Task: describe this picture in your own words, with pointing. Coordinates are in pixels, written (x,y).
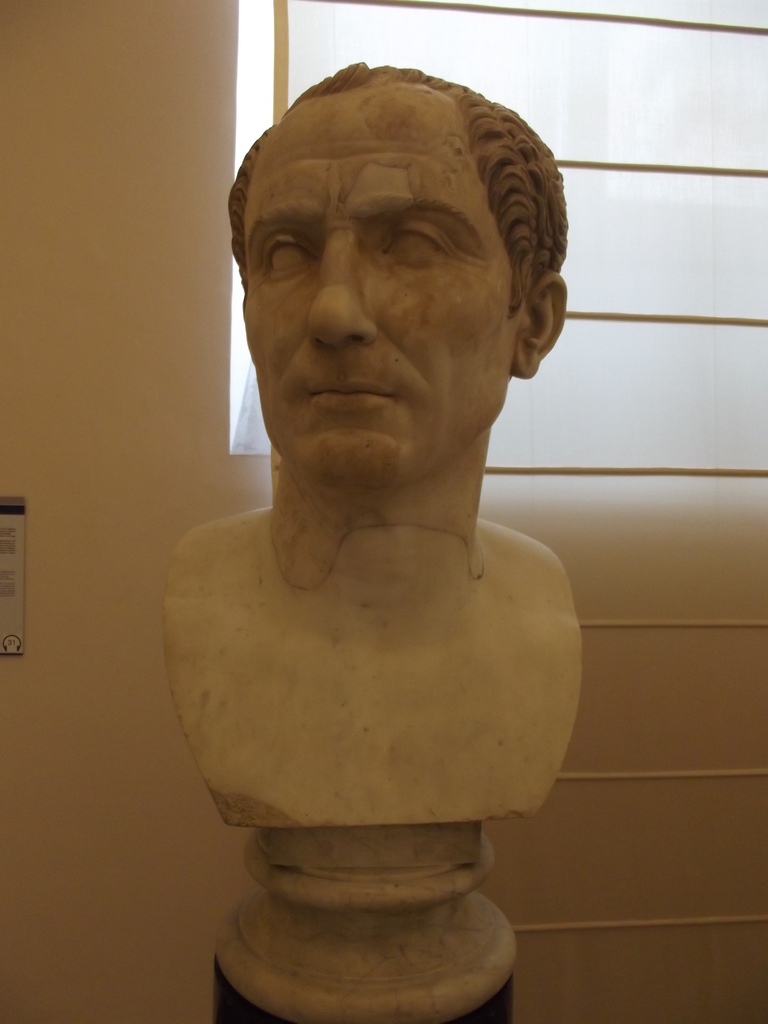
In this image we can see the sculpture (330,801). Behind the sculpture (318,520), we can see the window (690,86) and wall (135,459).
